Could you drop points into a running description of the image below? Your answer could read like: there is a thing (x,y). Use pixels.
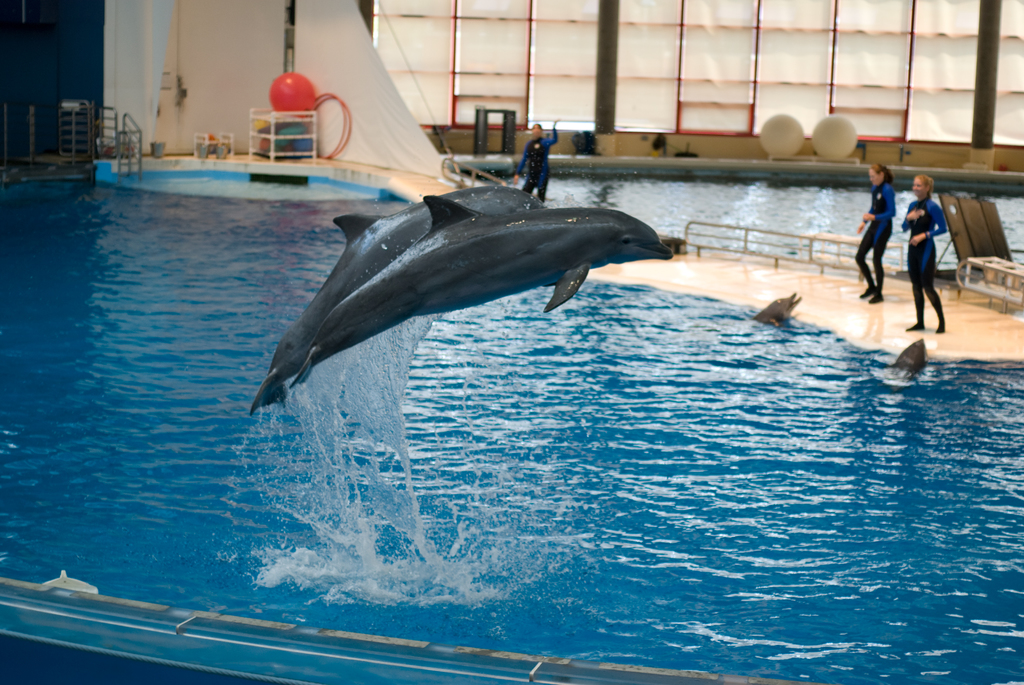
In this picture there are two dolphins (529,213) who are jumping from the water (630,334). On the right (916,192) there are two women (929,194) who are wearing the same dress (866,234) and standing near to the dolphins (791,301) who are in the water (864,355). In the background (475,163) I can see the table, racks (271,114), balloons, clothes (324,108), railing (101,112) and other objects (590,151).
